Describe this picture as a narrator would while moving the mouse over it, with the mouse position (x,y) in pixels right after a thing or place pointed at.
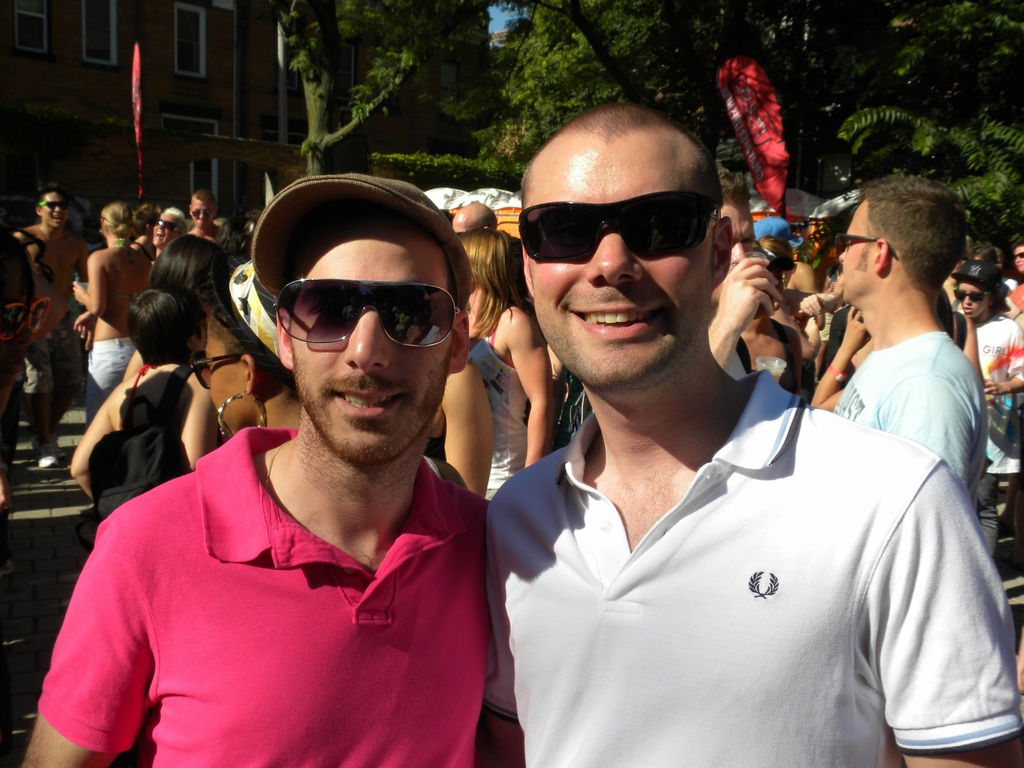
In the image we can see there are people (500,484) standing and there two people (446,341) standing in front (686,284) and wearing sunglasses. Behind there are trees (372,79) and there is a building (227,106).
